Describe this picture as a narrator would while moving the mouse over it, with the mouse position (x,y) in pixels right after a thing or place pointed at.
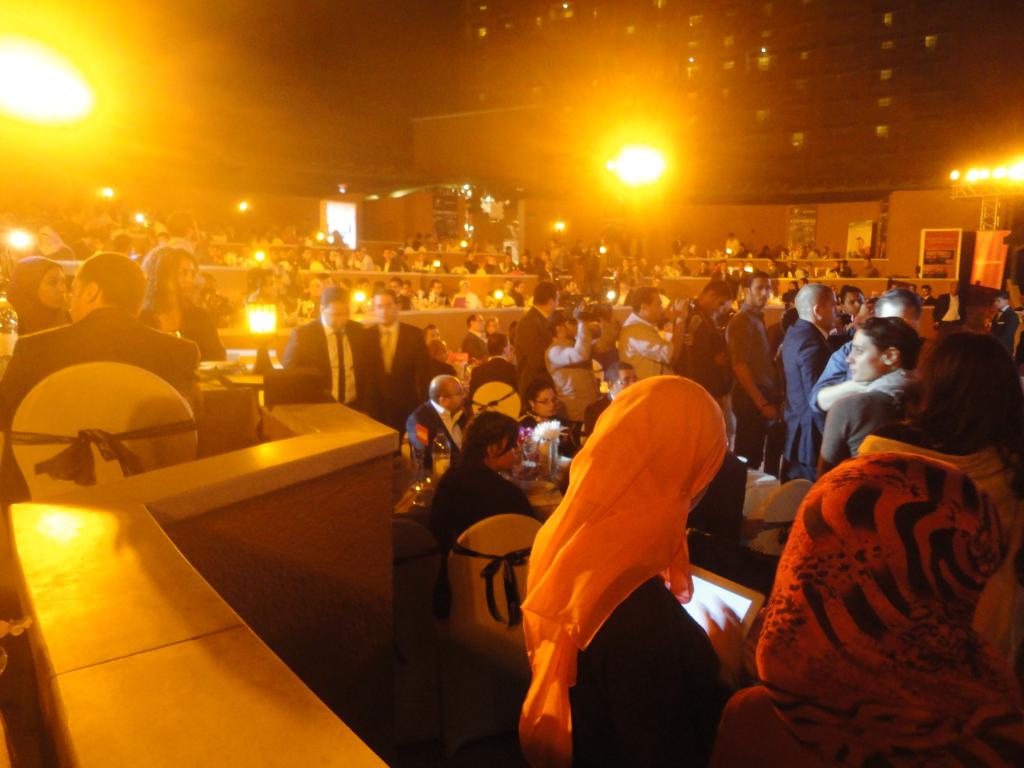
There are group of people (888,364) sitting in the right corner (901,385) and the remaining people (186,331) are sitting and standing and there is a yellow light (610,153) on the either side of them.
